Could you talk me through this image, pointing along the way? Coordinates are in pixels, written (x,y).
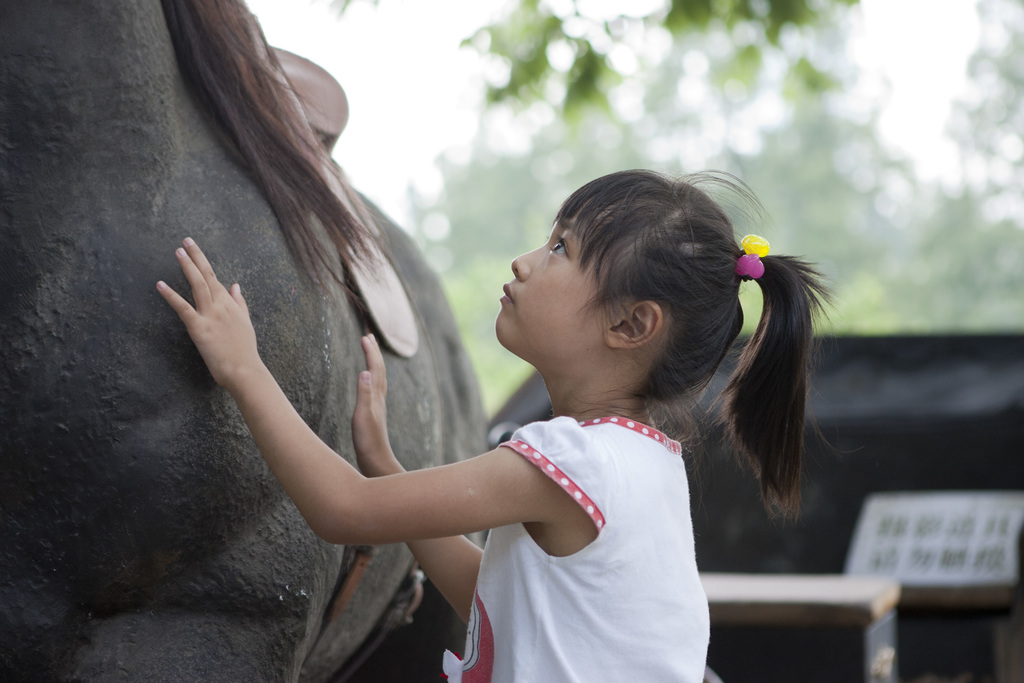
In this picture there is a girl (529,534), in front of her we can see an animal (207,481). In the background of the image (903,309) it is blurry and we can see objects (816,533).
